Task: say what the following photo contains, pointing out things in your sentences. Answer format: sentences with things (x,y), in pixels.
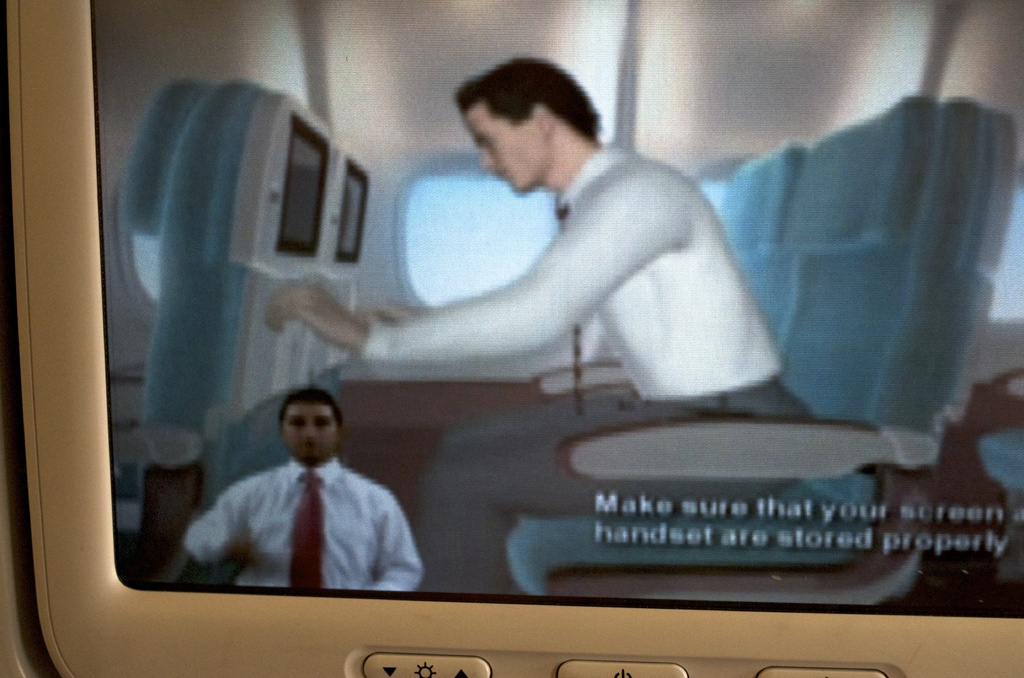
This is a screen (422,227). On screen (548,150) we can see animated picture (559,322) of the persons (325,441), machines (265,190), chairs (262,429), window (509,261), wall (626,91), roof (626,91). At the bottom of the image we can see some buttons (789,676).
